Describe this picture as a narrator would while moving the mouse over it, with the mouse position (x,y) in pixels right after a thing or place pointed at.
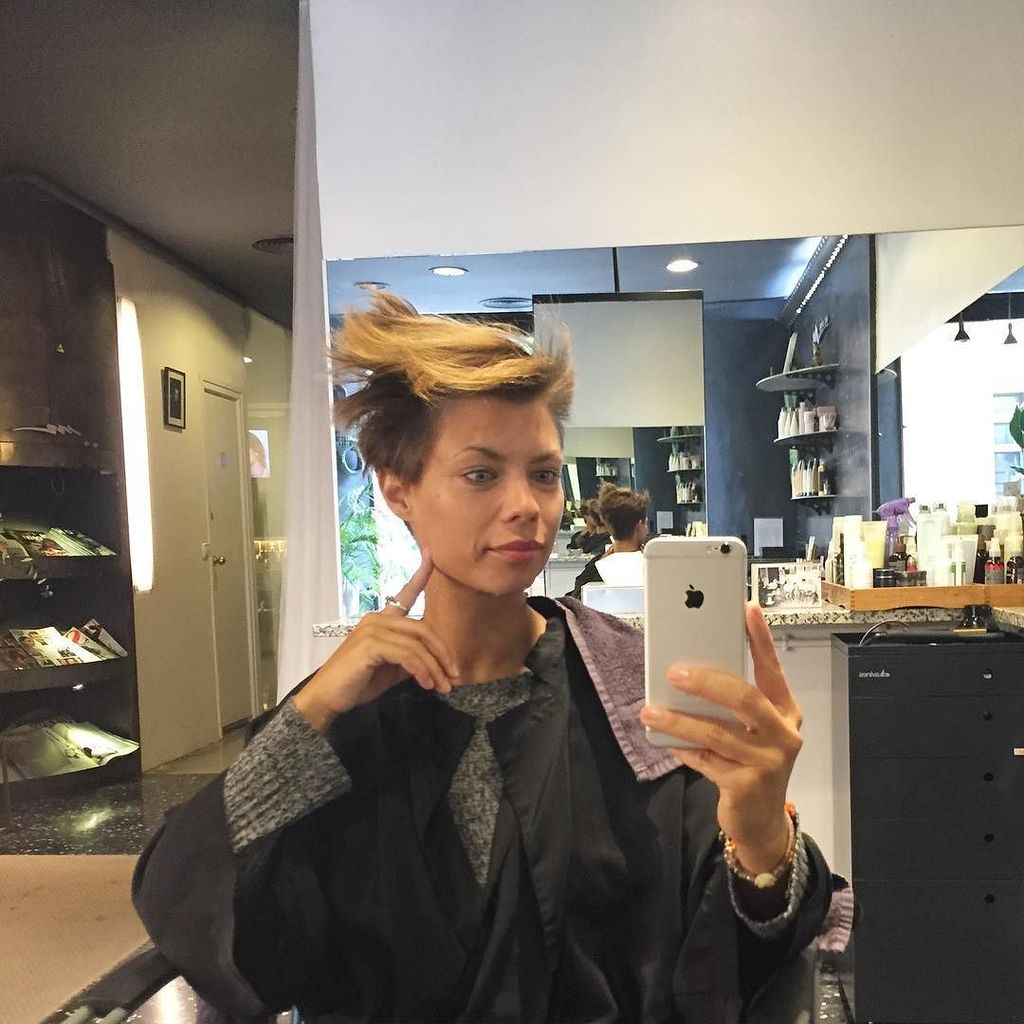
This is the picture of inside the room (513,242). There is a person (486,614) sitting and holding the phone (647,558). At the back (649,397) there is a mirror (635,447) and at the right (847,530) there are bottles (994,547) in the cupboard (815,432) and at the left (245,491) there is a door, at the top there are lights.
